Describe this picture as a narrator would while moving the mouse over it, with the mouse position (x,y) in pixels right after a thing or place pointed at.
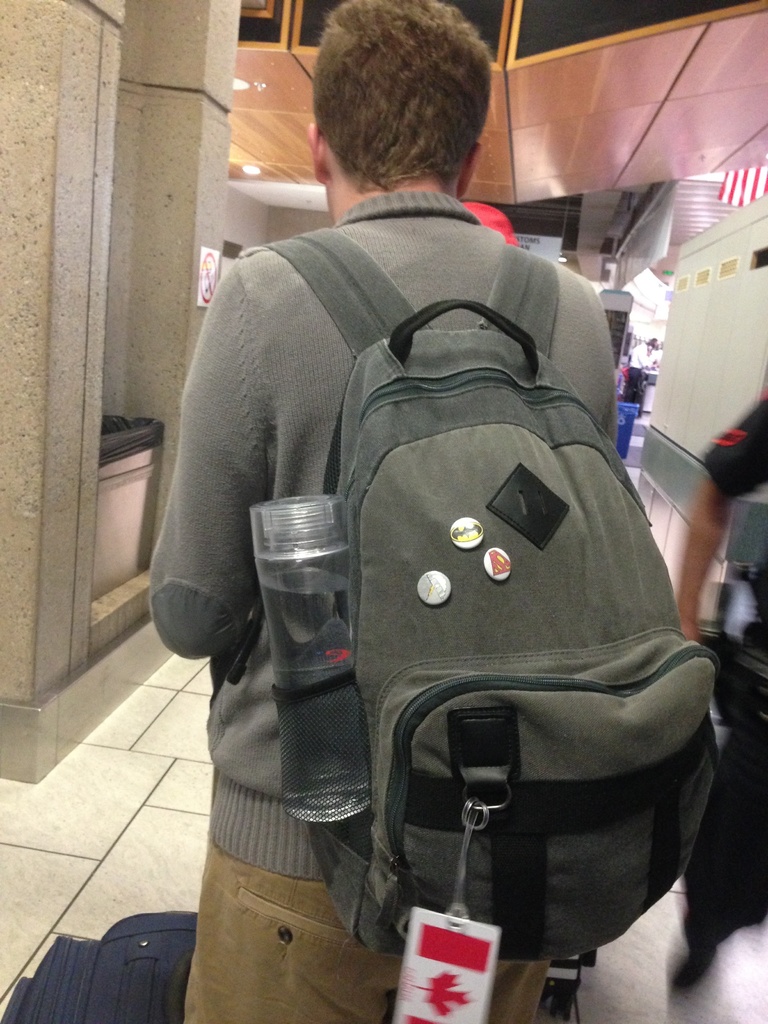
He is standing. He is wearing a bag (342,475). We can see in the background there is a lift lobby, dustbin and flag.
